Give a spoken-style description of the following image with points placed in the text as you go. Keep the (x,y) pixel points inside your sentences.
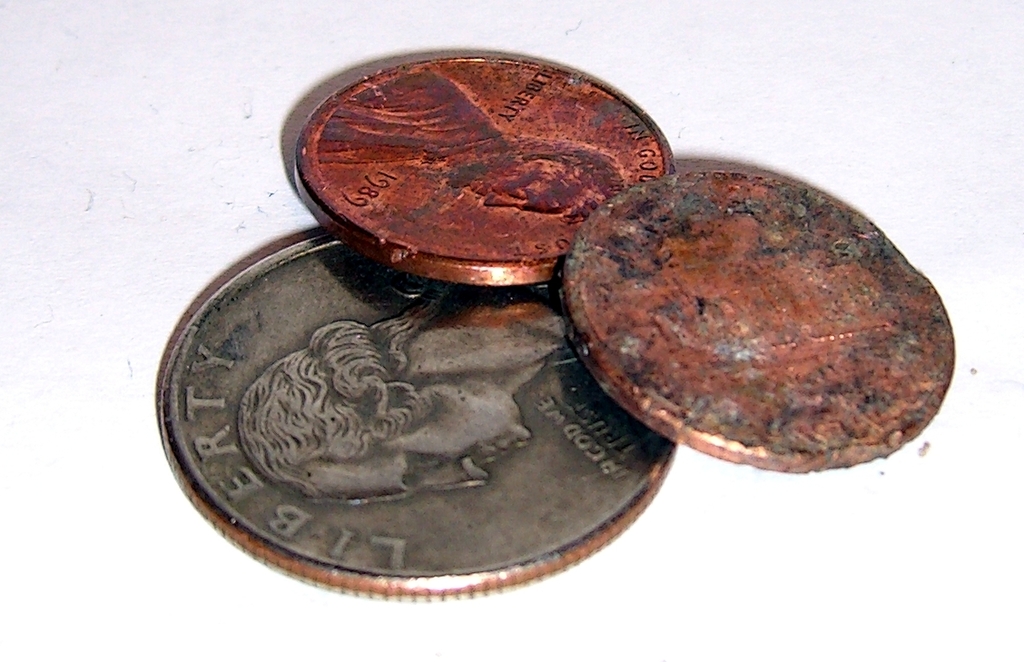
In this image, we can see three coins (488,429) with text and figure (437,358). These coins (439,355) are placed on the white surface (272,622).
